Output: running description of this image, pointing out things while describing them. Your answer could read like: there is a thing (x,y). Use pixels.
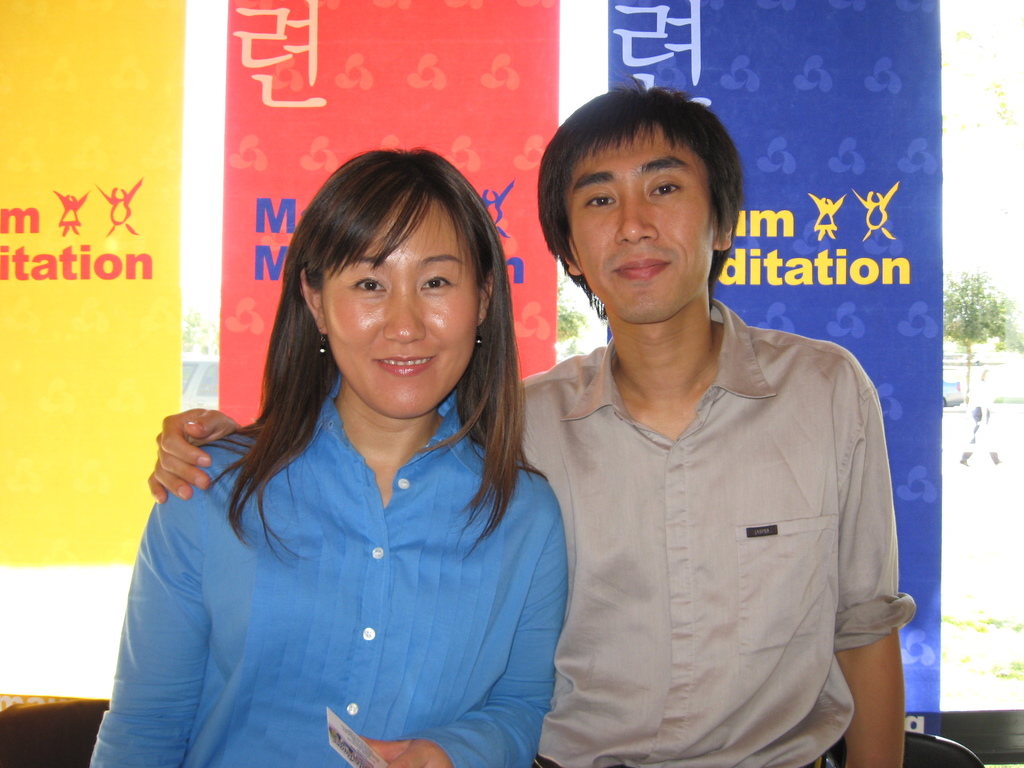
In this picture I can see there is a man (663,392) and a woman (425,555) standing, they are smiling and there are a few banners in the backdrop (336,121) and I can see there is a plant (959,317) in the backdrop (1012,336).
